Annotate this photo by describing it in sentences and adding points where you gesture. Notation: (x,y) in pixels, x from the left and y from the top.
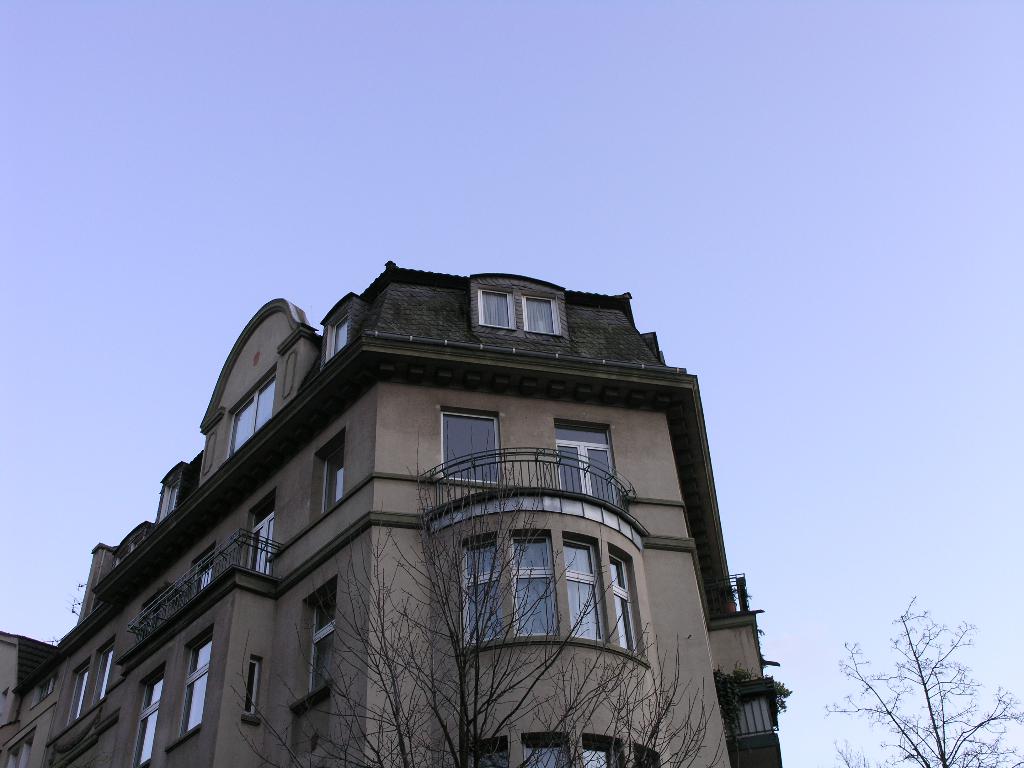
There are dry trees (640,642) and a building (306,648) at the bottom of this image (453,617), and there is a blue sky (791,293) in the background (778,278).
